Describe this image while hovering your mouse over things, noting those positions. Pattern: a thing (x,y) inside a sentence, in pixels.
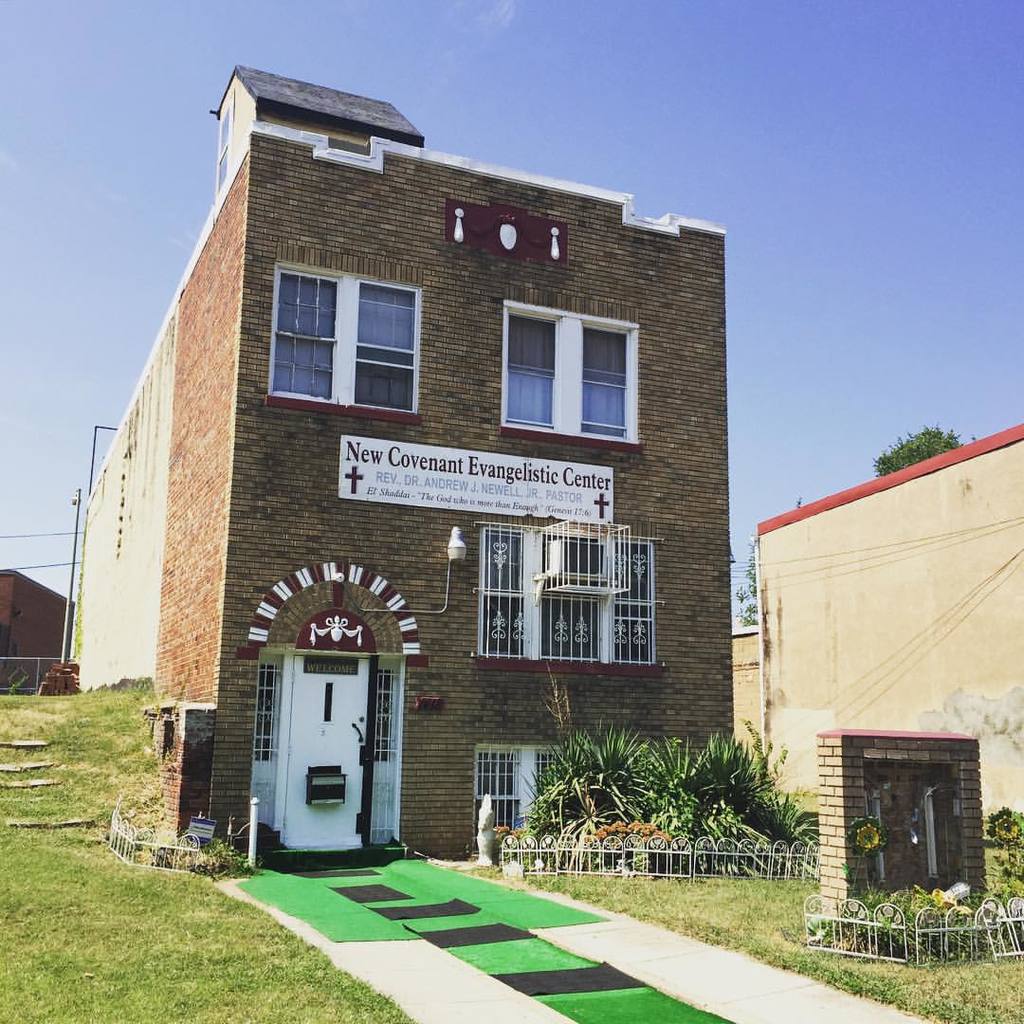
In this image we can see houses (284,184), there are windows (386,393), a door (303,757), railing (509,596), there are plants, grass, fencing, there is a board (467,485) with text (452,490) and symbols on it, also we can see the sky (897,195).
